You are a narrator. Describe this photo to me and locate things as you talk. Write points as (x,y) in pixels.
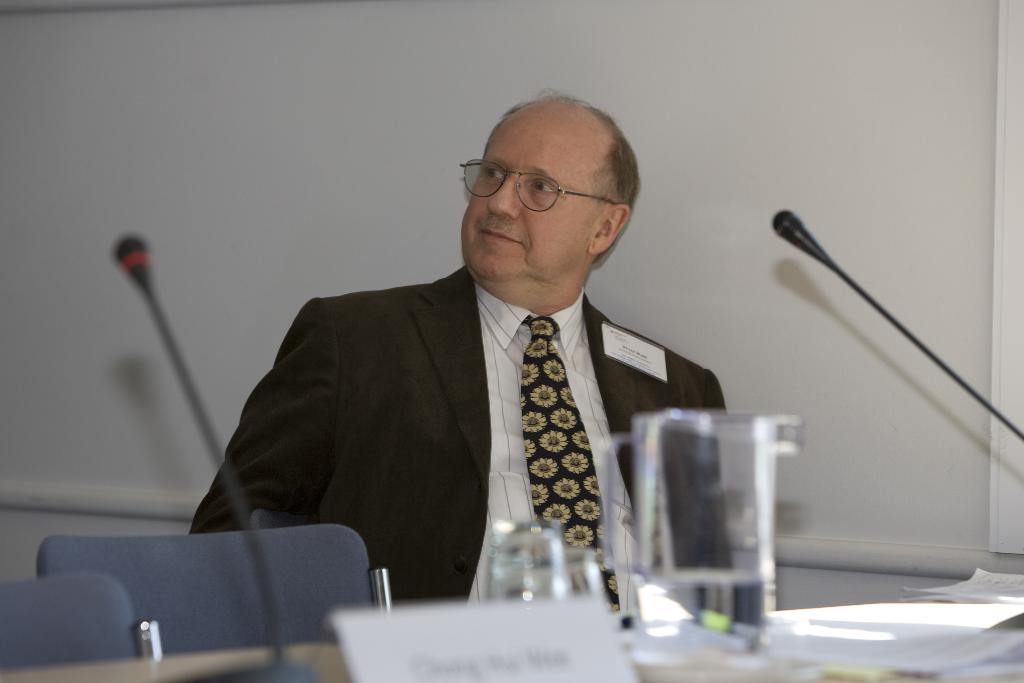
A man (266,411) is wearing a shirt (501,366), coat (387,421), tie (540,408).
